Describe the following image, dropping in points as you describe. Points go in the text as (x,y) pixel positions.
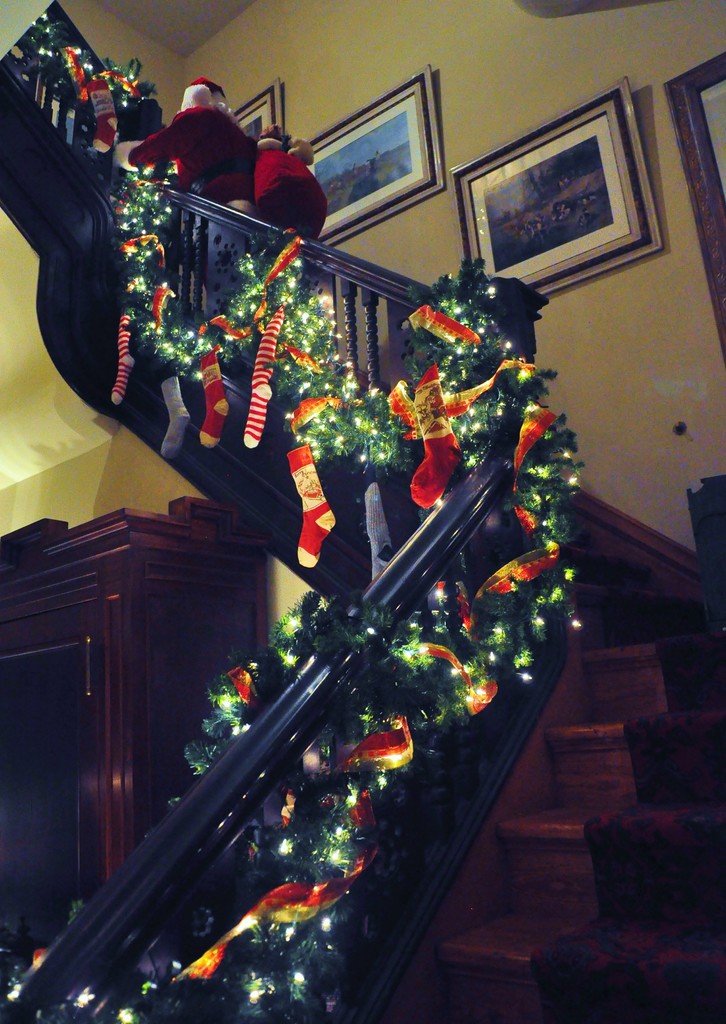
In this image, we can see stairs (552,867) and there are some toys (238,143) and we can see decor items (254,666) on the railing (125,889). In the background (540,185), there are frames (420,147) on the wall (516,133) and we can see a cupboard (101,616).
